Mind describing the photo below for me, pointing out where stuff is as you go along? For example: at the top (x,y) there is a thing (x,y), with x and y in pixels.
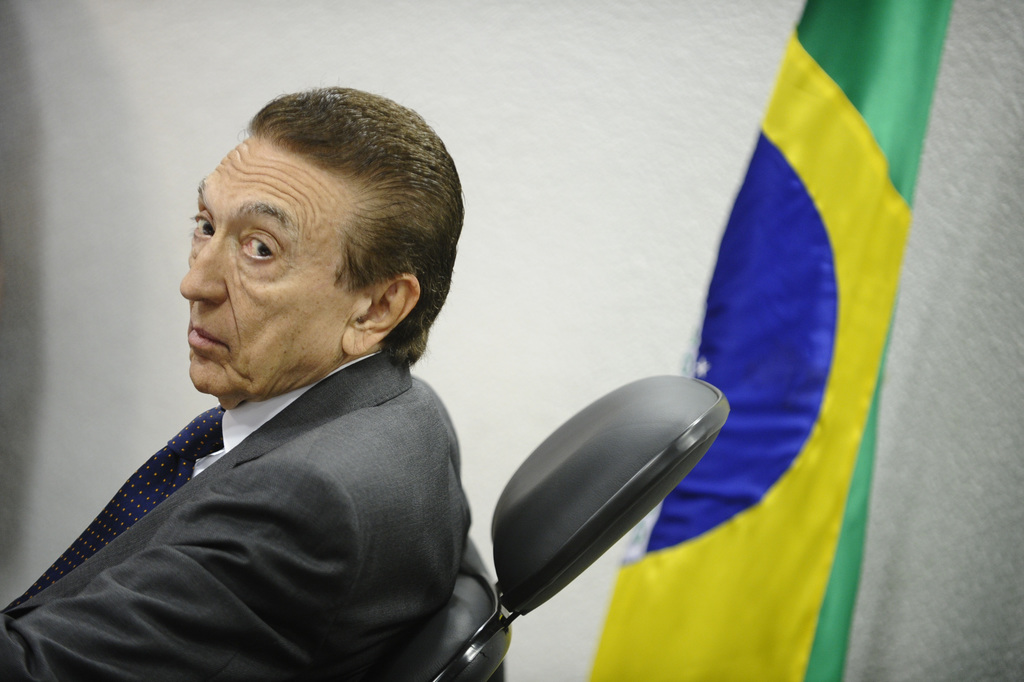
This picture seems to be clicked inside. On the right (912,48) there is a flag (839,228) and a wall (542,69). On the left (255,248) there is a man (253,362) wearing suit (263,491), blue color tie (166,486) and sitting on the chair (541,507).
